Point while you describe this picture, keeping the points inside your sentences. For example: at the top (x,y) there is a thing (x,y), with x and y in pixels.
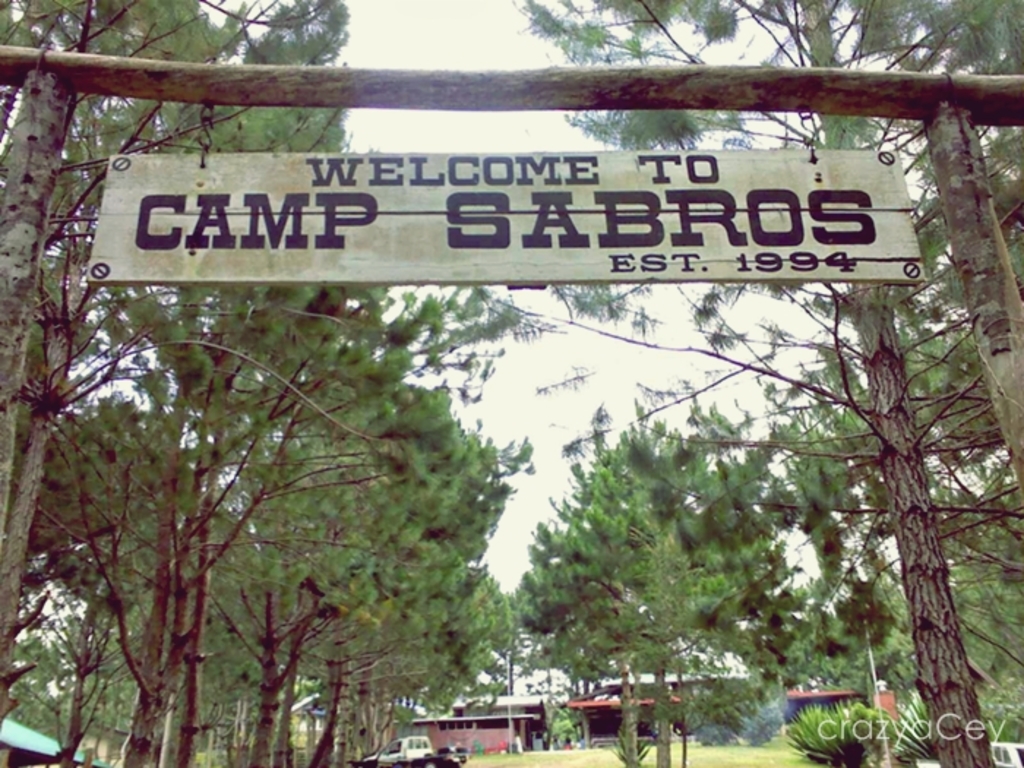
This image is clicked outside. There are trees (122,338) in this image. There is a board (611,215) at the top (662,204). On that there is "Welcome to camp sabros" is written. There are stores (42,752) at the bottom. There are vehicles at the bottom (406,764).
